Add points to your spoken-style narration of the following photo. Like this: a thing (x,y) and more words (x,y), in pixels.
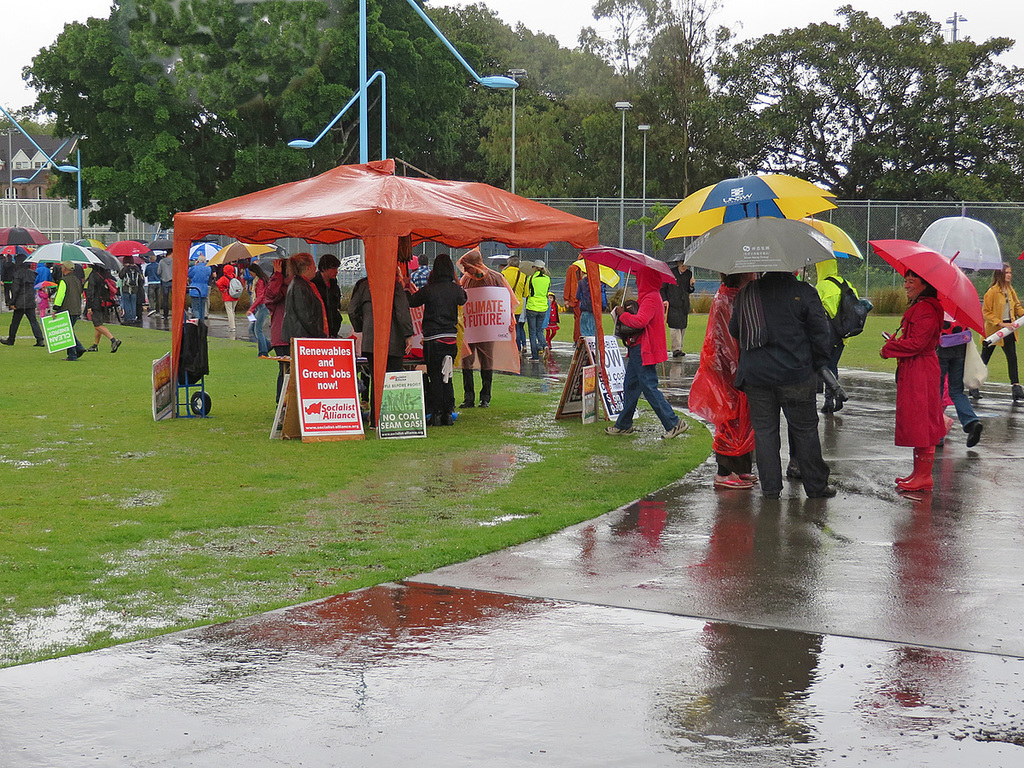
In this image I can see a tent (384,298), people (643,313), umbrellas (835,241), mesh (609,202), poles (646,128), house (55,142), trees (33,132), boards (481,327), grass (236,478), sky (608,22) and objects (405,362). Among them few people (748,341) are holding umbrellas (943,276) and few people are holding boards (66,326). Under the tent (341,202) I can see people (477,280) and boards (332,356).
